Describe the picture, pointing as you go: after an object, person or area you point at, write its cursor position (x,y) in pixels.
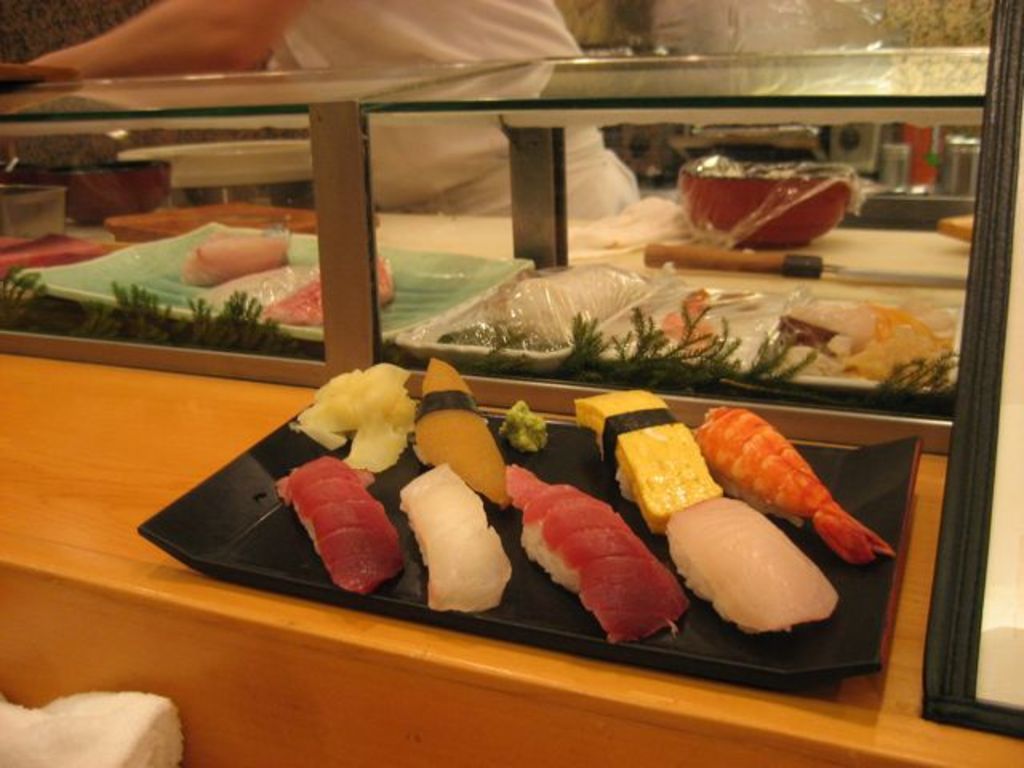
In this picture we can see some food items (657,461) on a tray (690,617). This tray (807,632) is on a wooden surface (139,545). We can see a cover (751,214) on a bowl (717,219). There are some food items (687,313) in a glass cupboard (153,177). We can see a person (469,100) and a few objects (900,166) in the background (665,214).
